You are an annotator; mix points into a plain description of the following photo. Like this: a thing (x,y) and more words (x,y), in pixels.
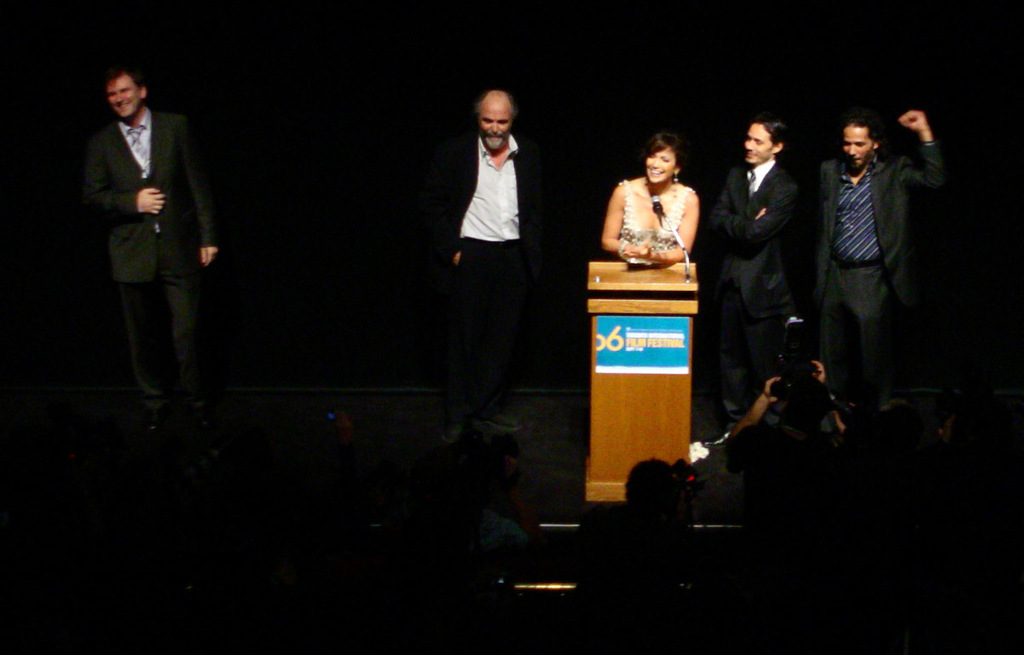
In this image I can see number of people (190,286) are standing. I can see most of them are wearing formal dresses (471,286). I can also see a mic (658,198), a brown colour podium (639,303) and on it I can see something is written over here. I can also see this image is little bit in dark.
